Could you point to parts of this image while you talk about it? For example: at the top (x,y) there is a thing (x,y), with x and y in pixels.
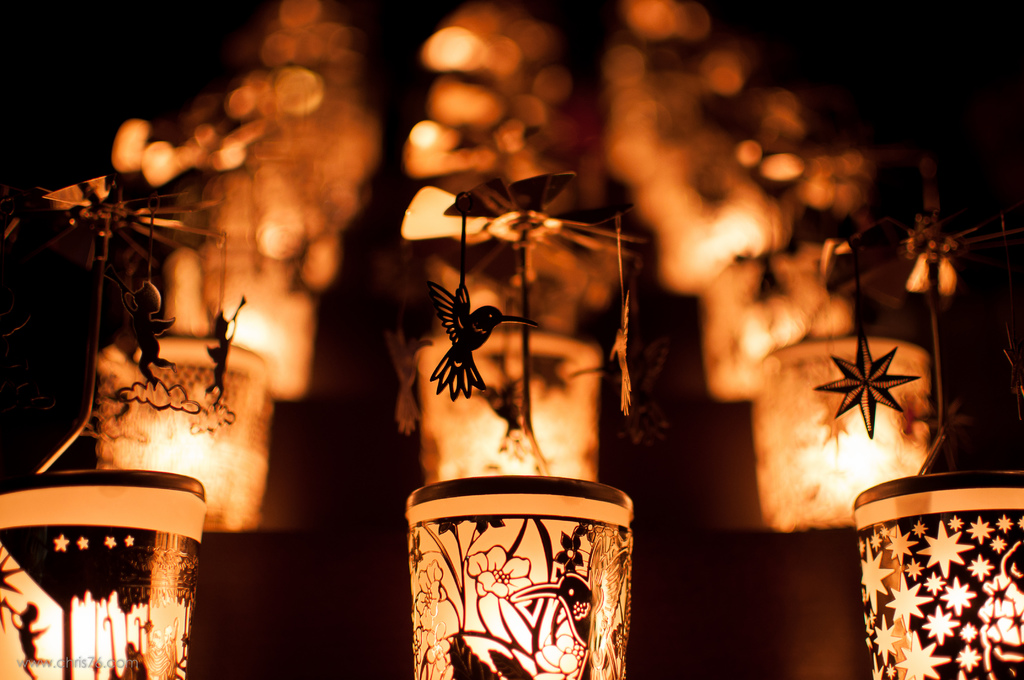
In this image there are designed lantern lamps (951,594). In the background of the image (594,301) it is blurry.
